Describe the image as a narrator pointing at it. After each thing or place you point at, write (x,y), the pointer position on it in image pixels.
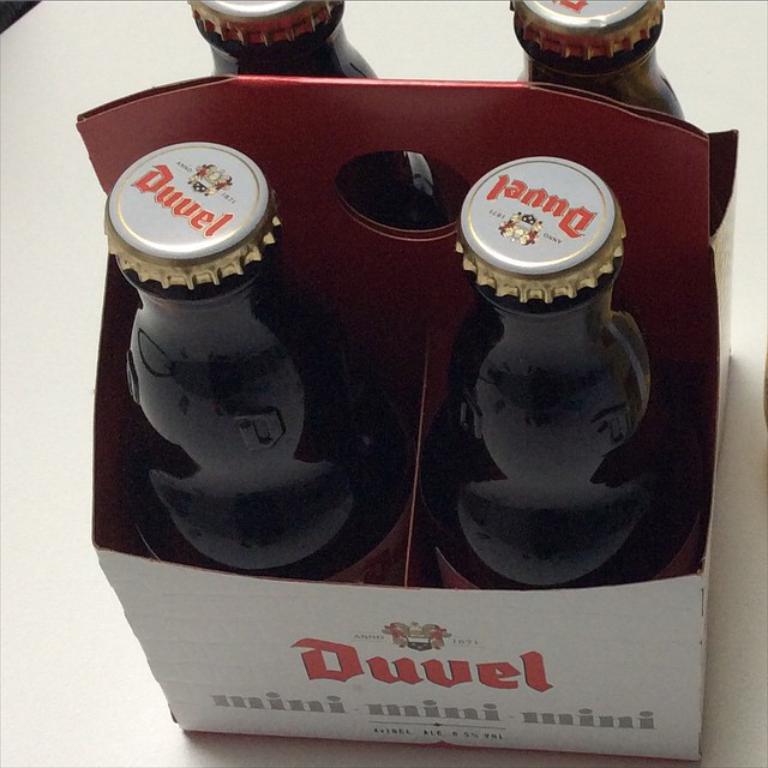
In this picture we can see bottles (479,459) and this is box (374,626).
